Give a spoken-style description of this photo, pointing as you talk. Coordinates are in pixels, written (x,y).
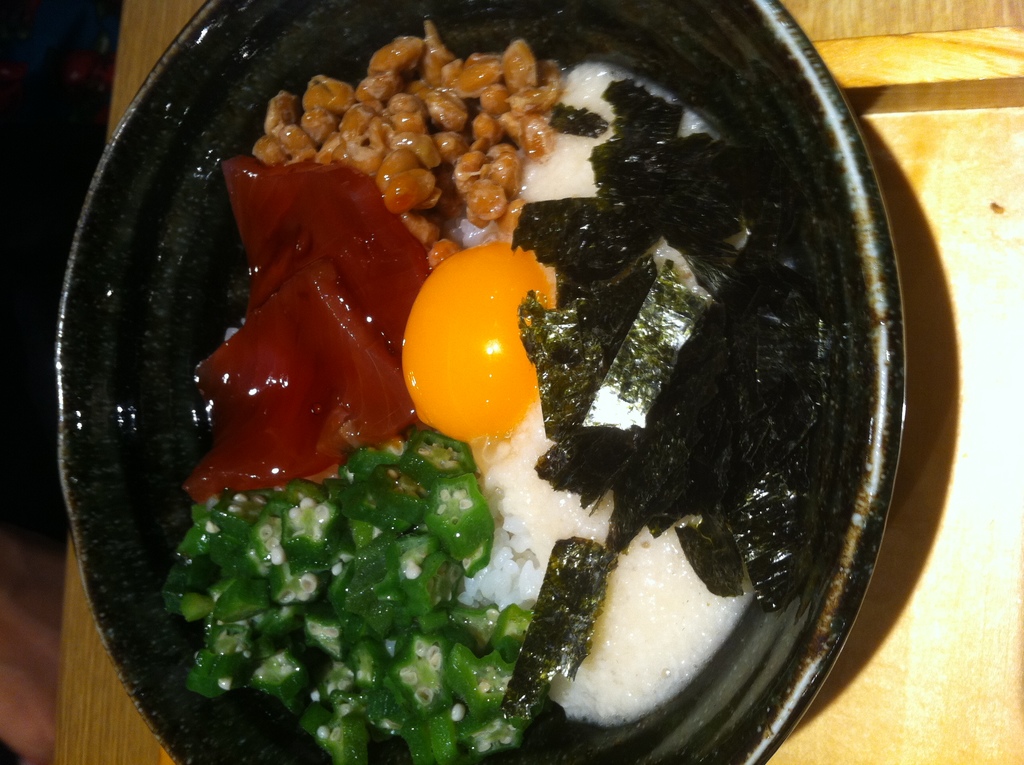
Here I can see a black color bowl (162,203) which consists of some food items (618,277) in it. This bowl (819,244) is placed on a table (993,407).
